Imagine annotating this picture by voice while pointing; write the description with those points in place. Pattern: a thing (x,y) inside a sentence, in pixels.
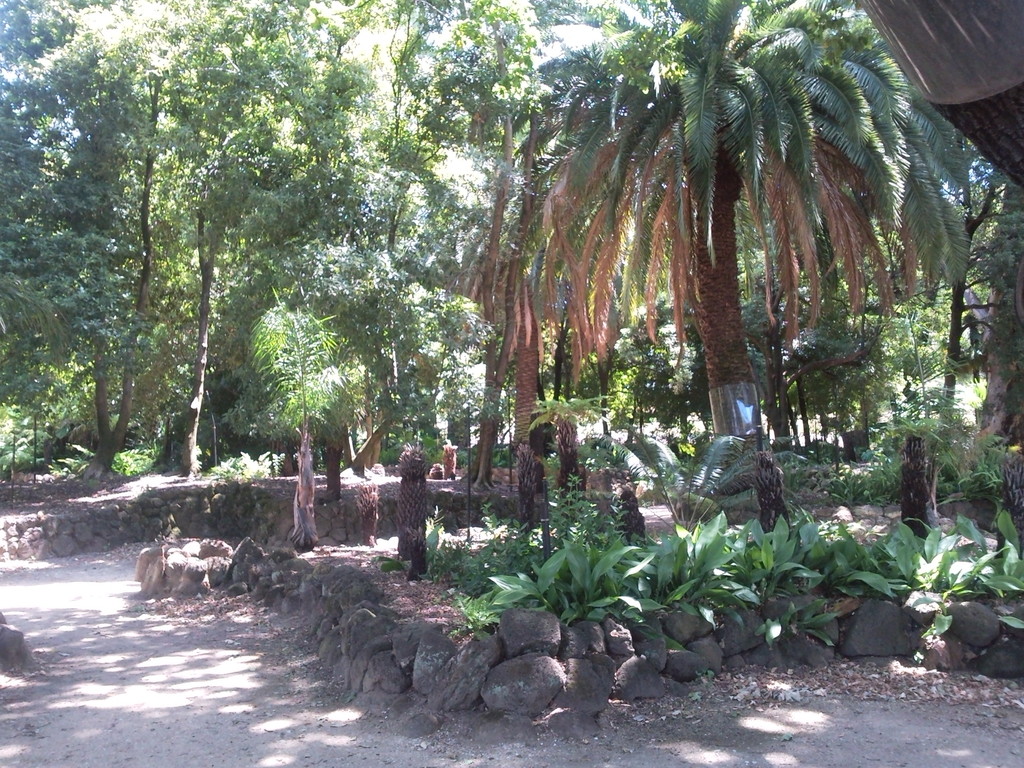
In this image there are Plants (582,572) in the middle (555,507). Around the plants (630,579) there are stones (510,629). In the background (314,290) there are so many tall trees (273,305) one beside the other. On the right side (717,316) there is a palm tree (719,308) in the middle (681,268). There is a way (123,687) in between the trees (232,350).
